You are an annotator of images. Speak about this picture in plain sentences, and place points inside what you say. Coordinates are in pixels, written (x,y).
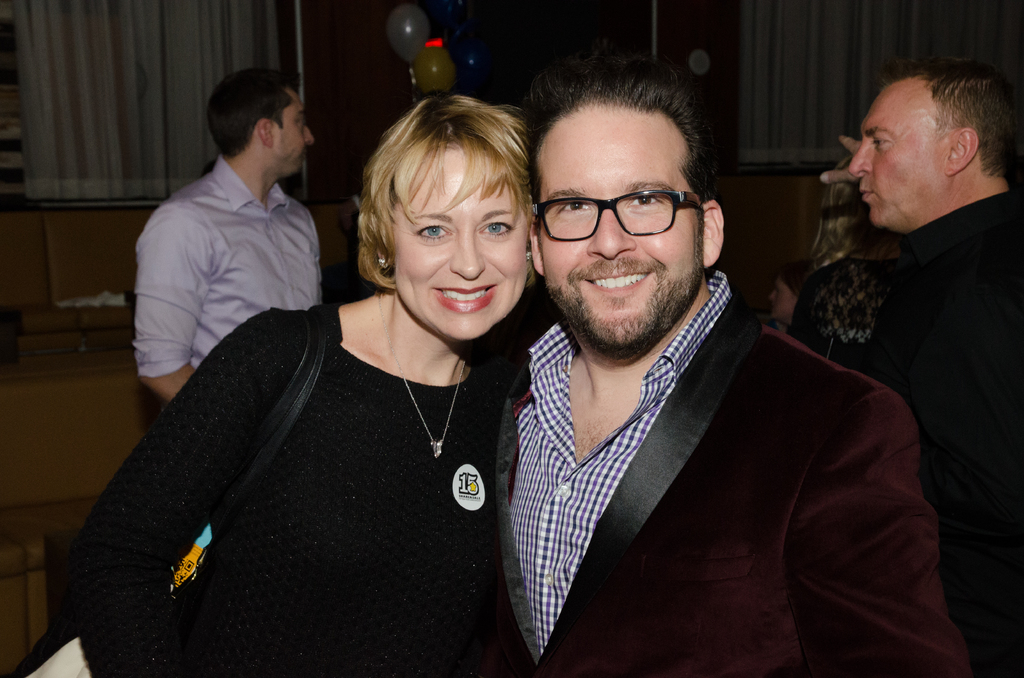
In this image, we can see a woman (480,466) and man (577,443) are smiling and watching. Here a woman (435,368) wearing a bag (219,545) and man (771,403) wearing glasses (575,239). Background (395,39) we can see wall (391,57), curtains (166,195), balloons (402,50), few people (931,216) and some objects (102,270).
